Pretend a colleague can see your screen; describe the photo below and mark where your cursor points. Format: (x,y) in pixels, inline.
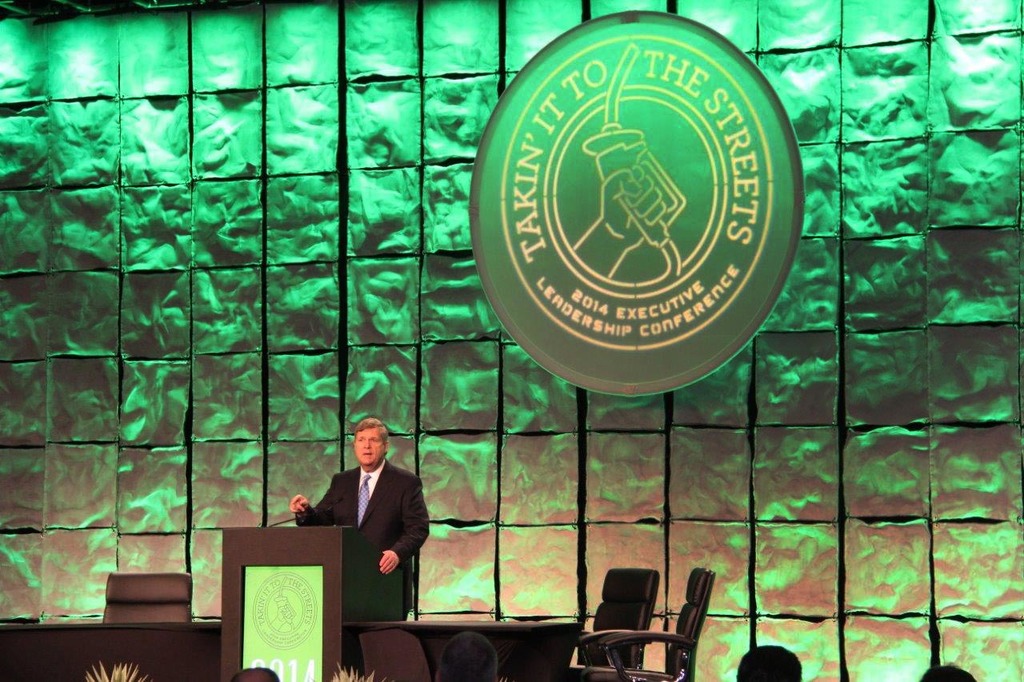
He is standing. He is wearing a black suit (392,484) and tie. He is raising his hand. He is talking. We can see in background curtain (479,484) and logo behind him. There is a table (196,623) and chairs (167,615) behind him.
